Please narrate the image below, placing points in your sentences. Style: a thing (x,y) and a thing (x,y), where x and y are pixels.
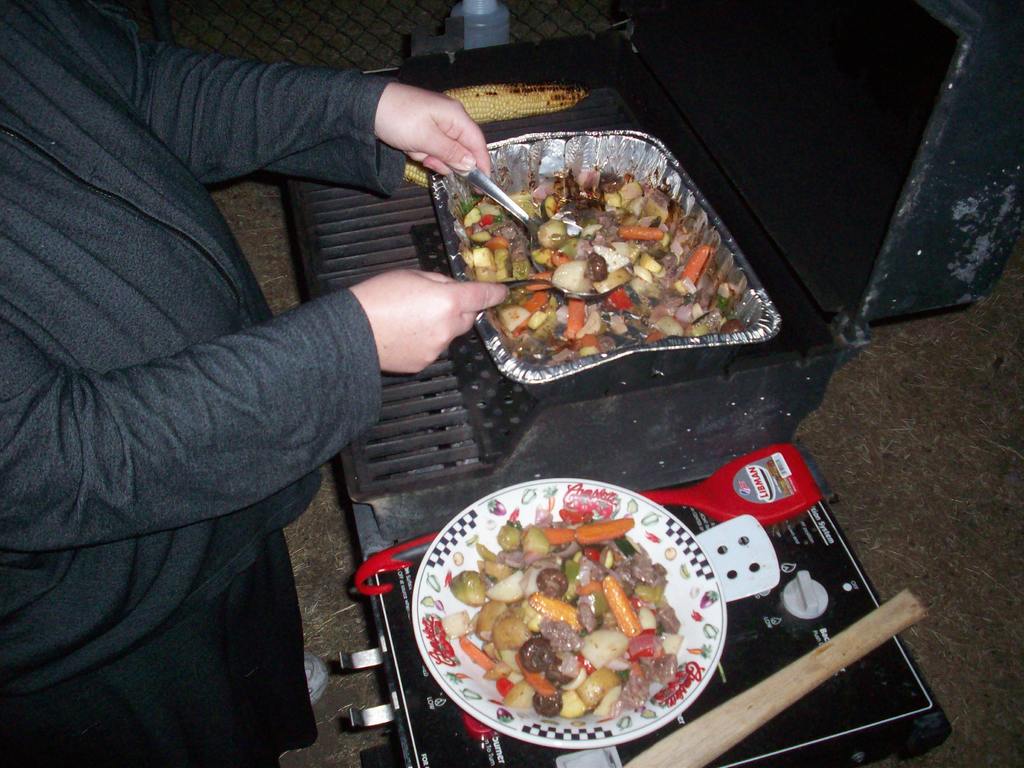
Here I can see a plate (449,568) and a foil tray (546,175) which consists of some food item (611,593). These are placed on a machine tool (406,630) which seems to be a stove (839,593). On the left side (110,352) there is a person (177,381) standing and holding two spoons (514,207) in the hands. Beside the foil tray (581,166) there is a corn (495,89). At the top of the image (472,26) there is a bottle (474,18).
